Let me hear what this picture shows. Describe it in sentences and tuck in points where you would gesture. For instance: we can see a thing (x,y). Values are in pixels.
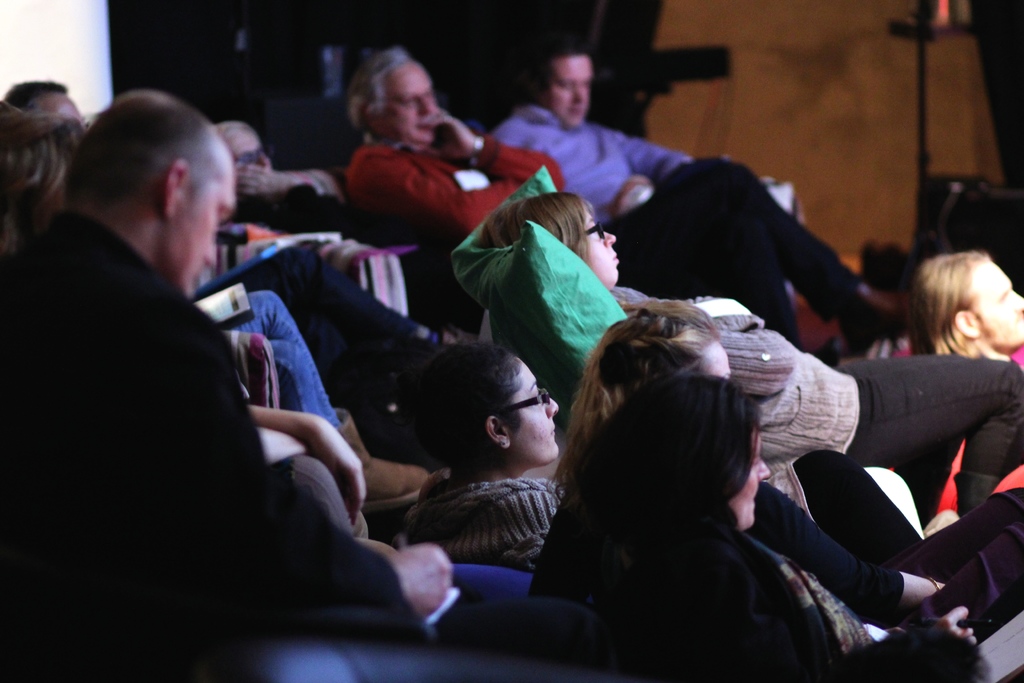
In this picture we can see a group of people (158,552) sitting on chairs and in the background (303,106) we can see some objects (638,36).
